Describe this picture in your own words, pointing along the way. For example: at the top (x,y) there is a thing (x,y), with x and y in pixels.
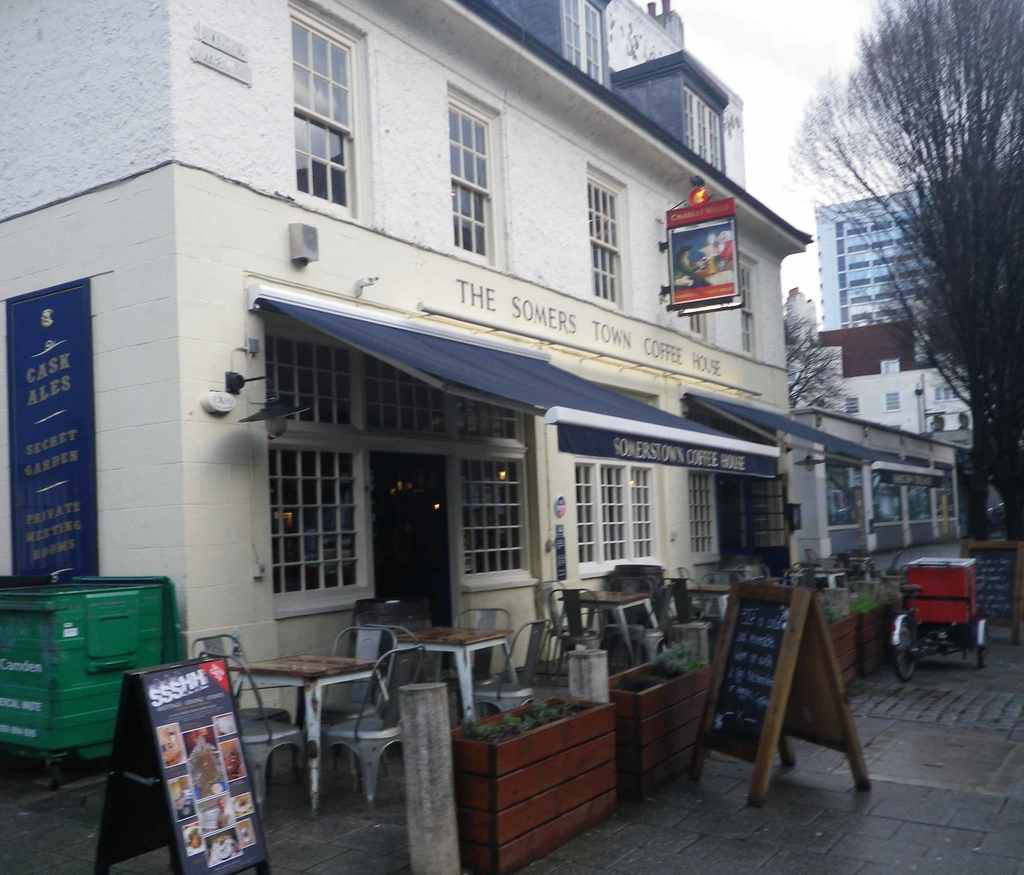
We can see in the picture that a building (181,302), a street (646,806) and a black board (753,676). There are many chairs (482,620) and tables (470,631) are placed. There is a tree (953,254) in front of building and sky (773,53) above building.
